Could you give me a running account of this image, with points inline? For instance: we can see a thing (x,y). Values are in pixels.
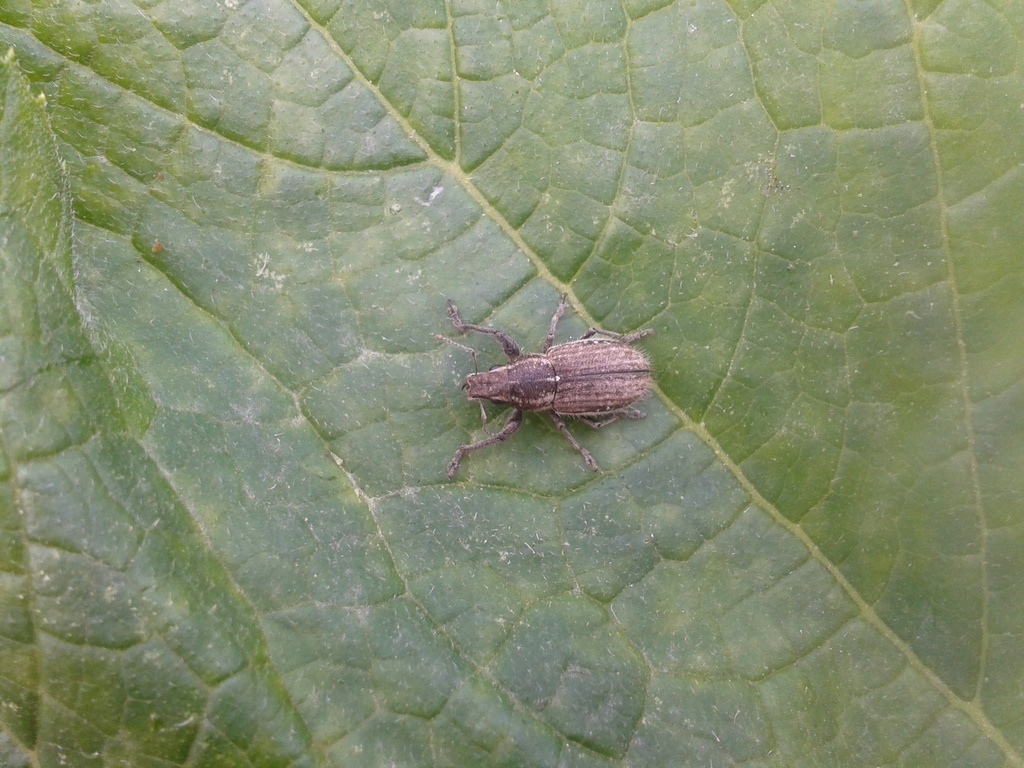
In this picture, I see a insect (456,317) on the leaf (460,252) and the insect (586,400) is brown in color.
